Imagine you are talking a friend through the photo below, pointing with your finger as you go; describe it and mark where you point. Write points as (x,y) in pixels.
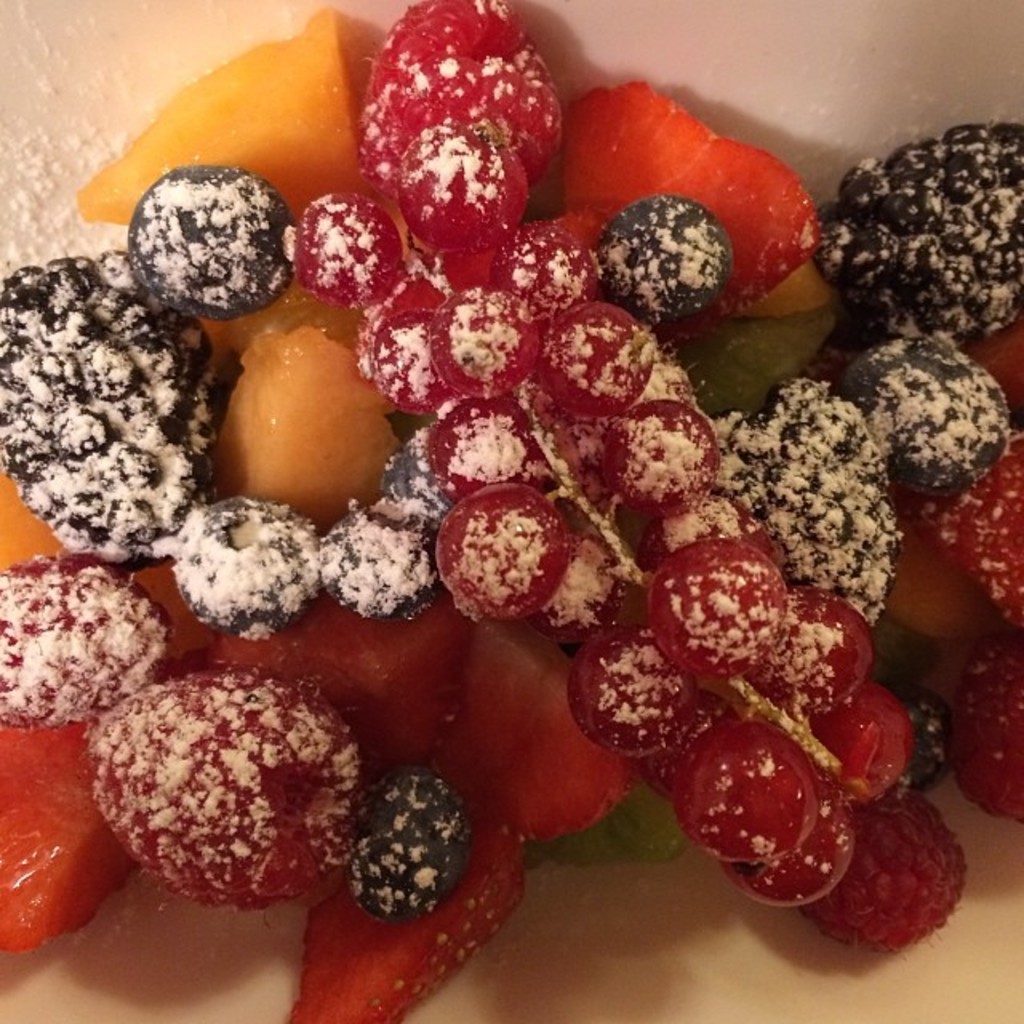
In this image we can see fruits (629,375) in a plate (109,55).
